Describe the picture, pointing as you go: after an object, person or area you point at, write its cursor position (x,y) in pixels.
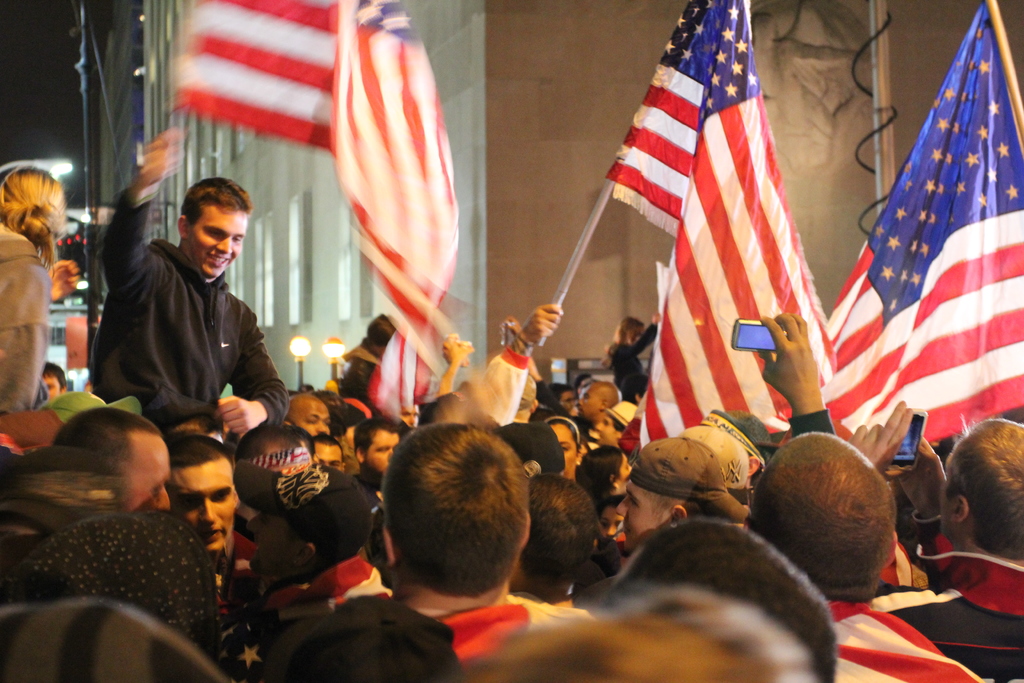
In this image I can see people (514,497), lights poles (88,161), buildings (144,145) and objects (76,352). Among them two people (950,563) are holding mobiles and few people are holding flags (976,291).
